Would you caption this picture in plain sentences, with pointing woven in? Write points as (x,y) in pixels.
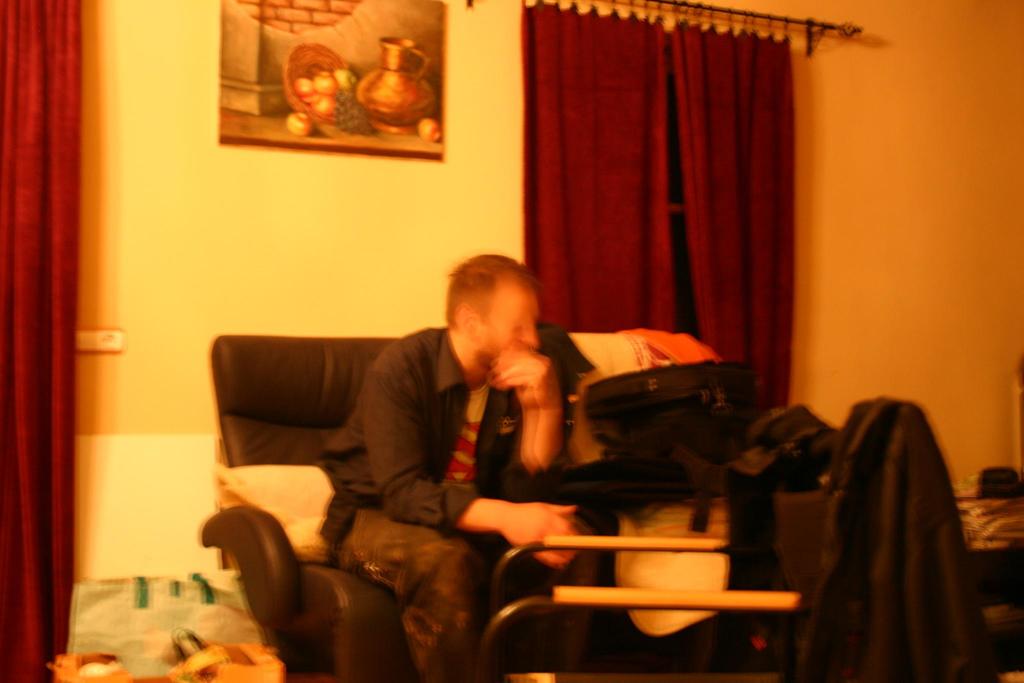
In this picture we can see a man (405,532) sitting on a chair (288,430), bags (90,593), clothes (886,491), curtains (668,136), frame (393,20) on the wall (422,208) and some objects (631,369).
